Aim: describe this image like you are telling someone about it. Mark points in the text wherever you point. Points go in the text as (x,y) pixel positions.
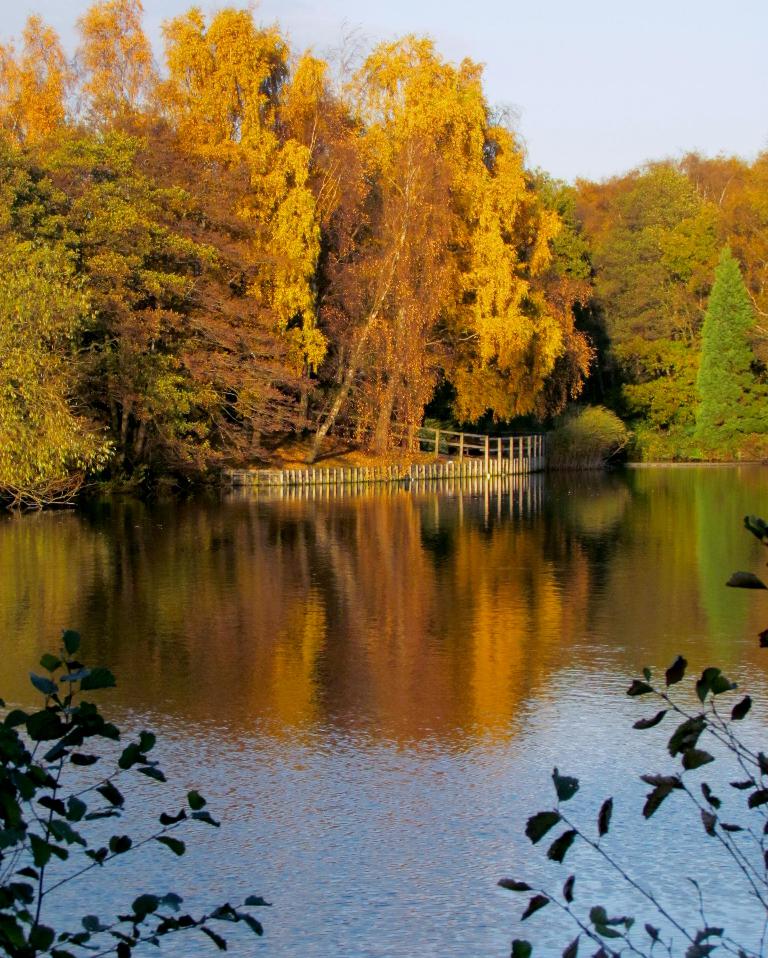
In this image, there is a lake (647,577) and there is water (394,781), there are some plants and trees (501,342), at the top (617,56) there is a sky (539,55) which is clear and in blue color.
